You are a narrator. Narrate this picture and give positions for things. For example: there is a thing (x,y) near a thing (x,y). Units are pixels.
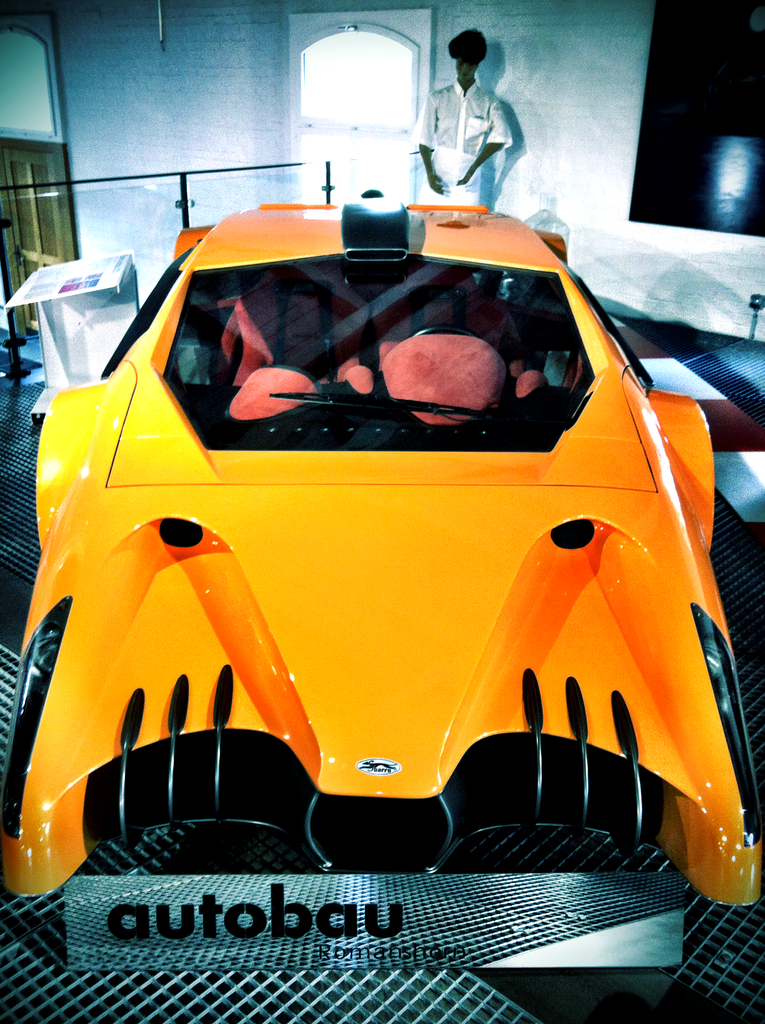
In this picture there is a car (281,270) in the center of the image (429,552) and there is a door (380,163) and a man (435,126) at the top side of the image (440,152).
